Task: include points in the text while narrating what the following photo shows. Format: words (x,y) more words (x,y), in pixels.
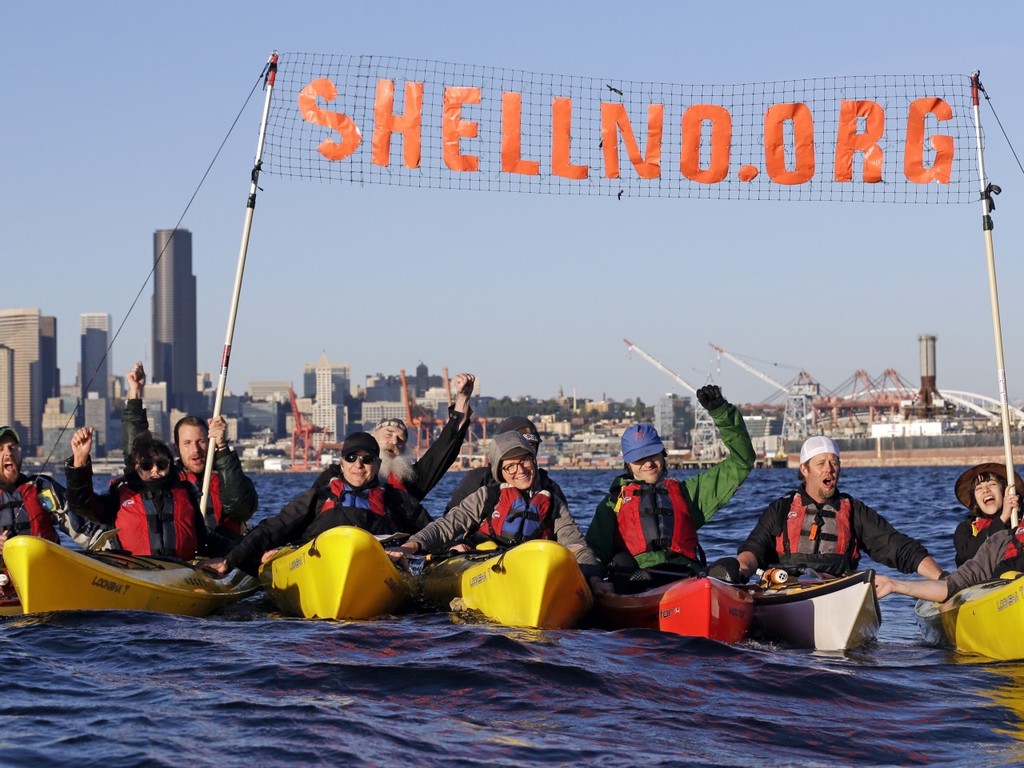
This image consists of many persons (596,557) boating. They are wearing jackets (235,520) and holding a banner (732,136). In the background (15,415), we can see many skyscrapers (66,392) and buildings (341,395). At the bottom (463,660), there is water (381,638).
